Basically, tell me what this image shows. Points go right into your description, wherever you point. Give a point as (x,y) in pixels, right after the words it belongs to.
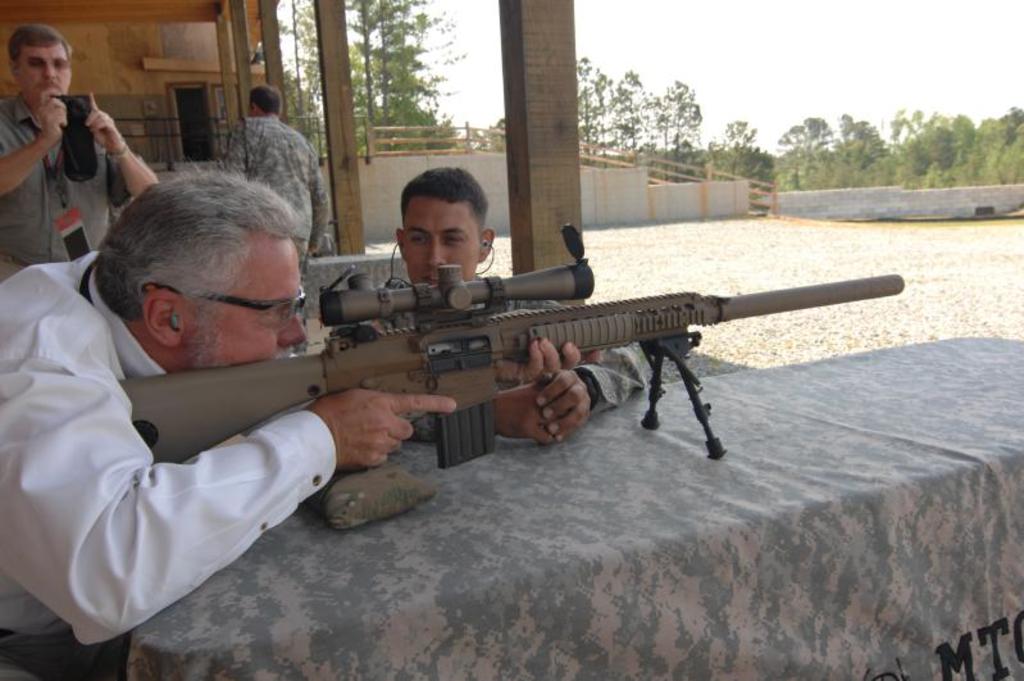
In this picture there is a man (298,302) who is wearing spectacle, ear bud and white shirt (130,491). He is holding the sniper (595,307). Beside him there is another man (482,229) who is in squat position. On the left (38,54) there is a man (61,39) who is holding a camera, beside him there is another man (282,157) who is standing near to the wooden pillars (563,154). In the background (491,161) i can see the wall wooden (1004,200), planter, fencing (581,150) and many trees (660,153). On the top right (1001,30) there is a sky (601,28). At the bottom (816,670) i can see the cloth (768,532) on the table (747,555).
